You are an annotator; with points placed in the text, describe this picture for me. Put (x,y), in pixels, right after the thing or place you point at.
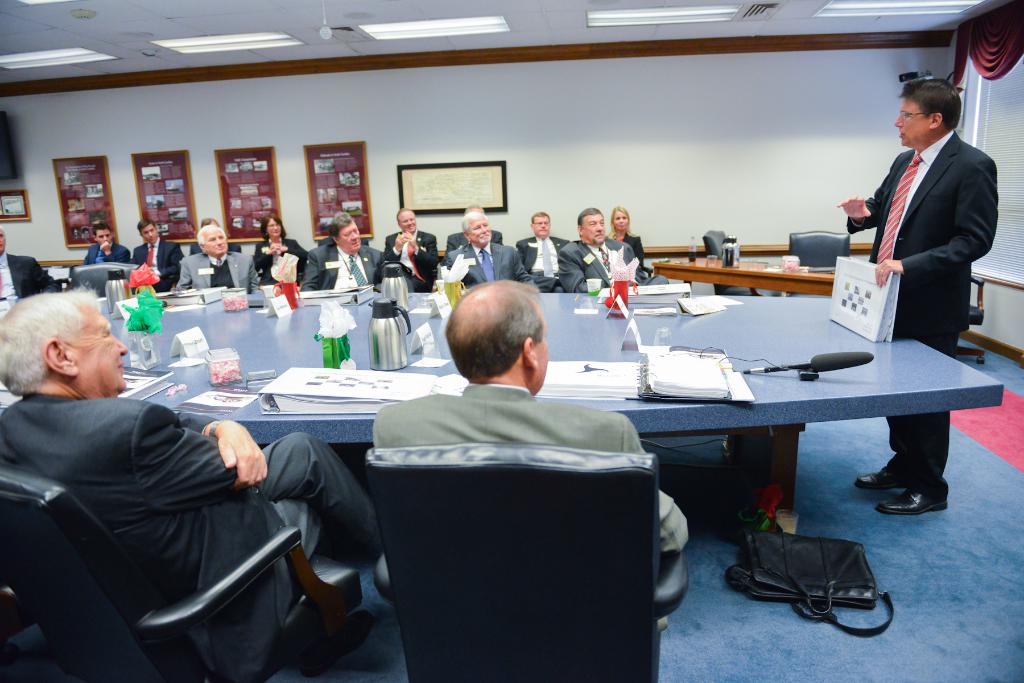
In this picture we can see a group of people (230,279) is sitting in the board room (345,269) for meeting in which group of people (531,254) with woman (289,240) are sitting on the chair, and a man (949,268) delivering a speech wearing black coat (914,219) and red tie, behind him red curtain (1001,54) and a white color wall (819,118) on which six frame (471,162) are placed. On the Blue table (793,377) we can see books (692,371) and files (584,382) on it with some tea kettle (375,334) and gifts packs (333,341).
